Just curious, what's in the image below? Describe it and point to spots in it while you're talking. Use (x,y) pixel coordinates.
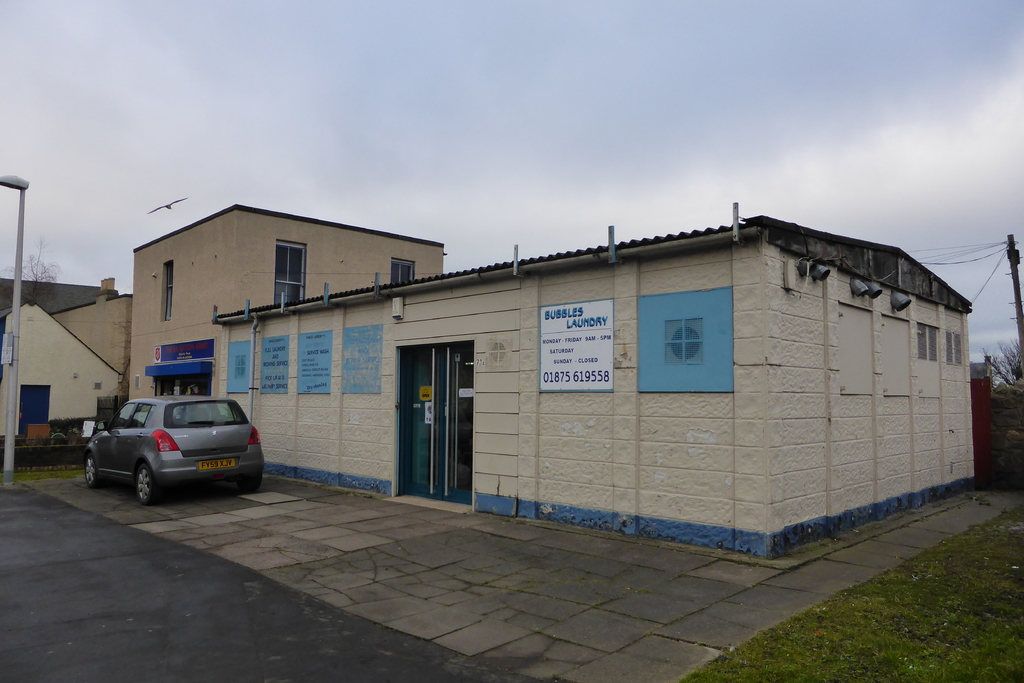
In this image we can see a few buildings (273,416), there are some poles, wires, windows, doors (454,491), boards (274,365), trees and a vehicle (244,447), in the background (618,207) we can see the sky (675,161).
